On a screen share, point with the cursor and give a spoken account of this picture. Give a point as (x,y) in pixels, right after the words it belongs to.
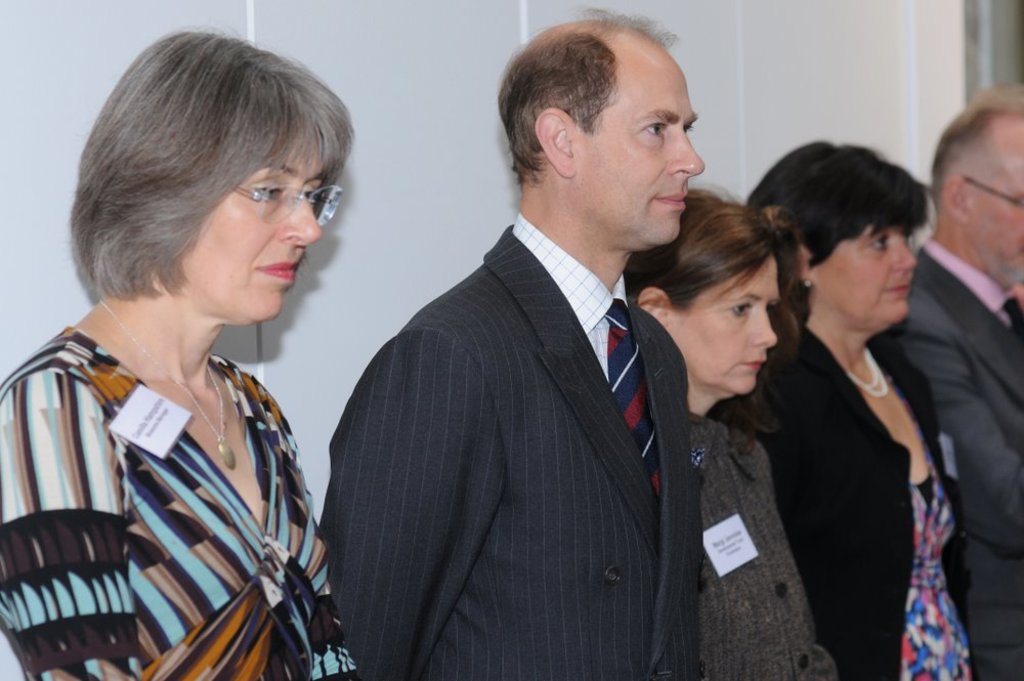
In this image I can see a group of people (657,298) are standing and looking at the right side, few of them are wearing the badges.
